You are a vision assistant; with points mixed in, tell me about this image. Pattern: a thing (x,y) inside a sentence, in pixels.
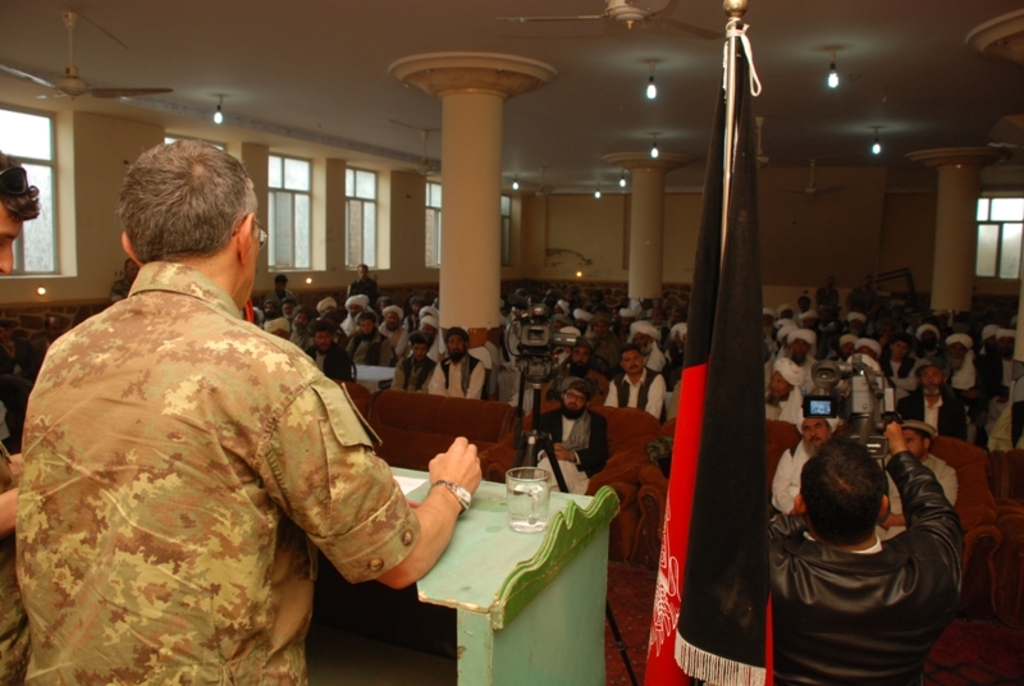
This image is clicked in an Auditorium (585,424) there are sofas (402,433) in the middle (422,431), podium (565,515) in the bottom (608,559), on that podium (594,516) there is a glass (528,490) and a person (164,449) is standing near the podium (569,496) on the left side (317,548). There is a flag (672,671) in the middle of the image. There are so many chairs (642,417) in this image. All the people (597,330) are sitting in the chairs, on the chairs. There are pillars (459,148) in the auditorium (606,232). There are fans (623,14) and lights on the top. There are Windows (504,206) here.
